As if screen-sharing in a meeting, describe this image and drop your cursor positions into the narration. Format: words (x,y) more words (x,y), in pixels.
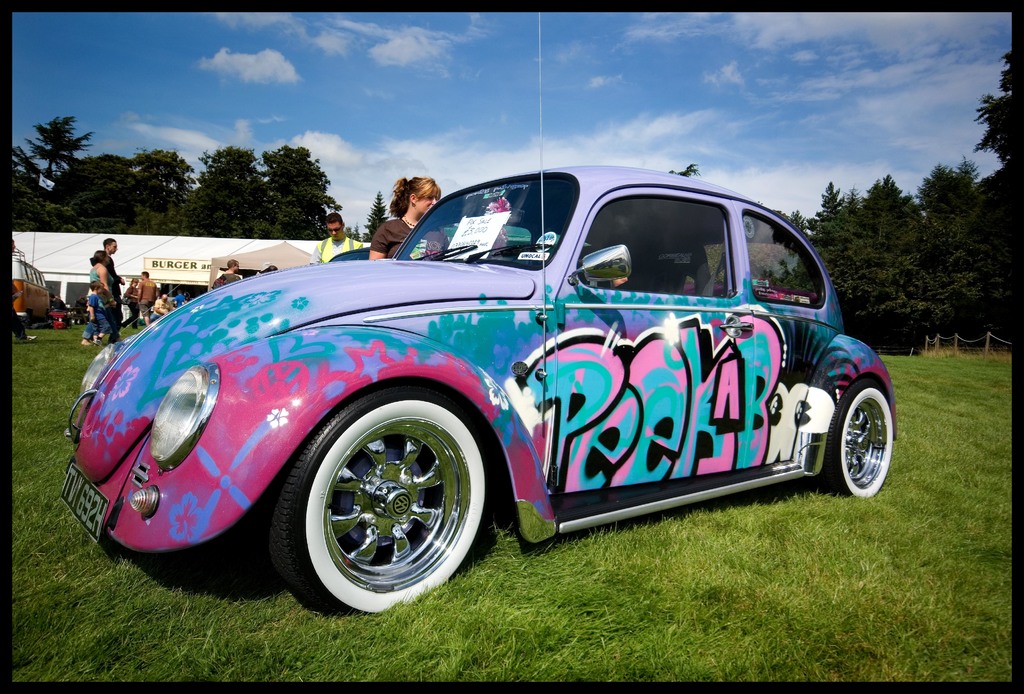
In this image we can see a car (415,336) with a graffiti (670,352). On the ground (813,564) there is grass (817,582). In the back (195,295) there are many people (97,271), vehicle (18,263) and a shed (141,240). In the background (907,276) there are trees (877,229) and sky (551,98) with clouds (690,151).
